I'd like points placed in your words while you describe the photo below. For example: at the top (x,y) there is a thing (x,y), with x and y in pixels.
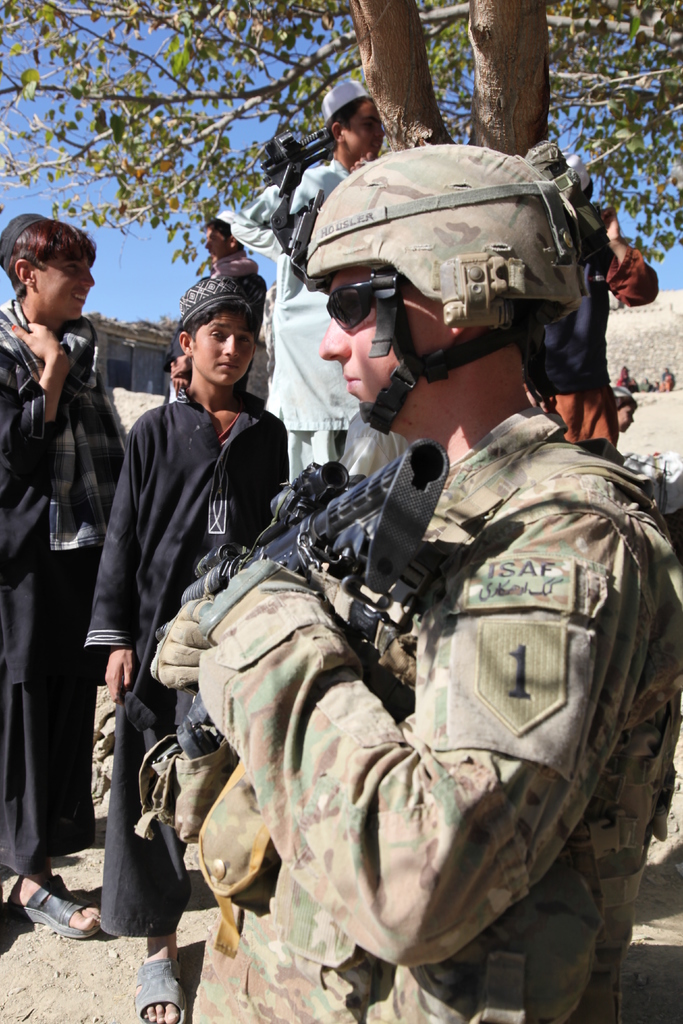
In this picture we can see a group of people (327,445) standing on the ground (193,900), guns (332,555), tree (280,58) and in the background (86,126) we can see the sky (86,136).
